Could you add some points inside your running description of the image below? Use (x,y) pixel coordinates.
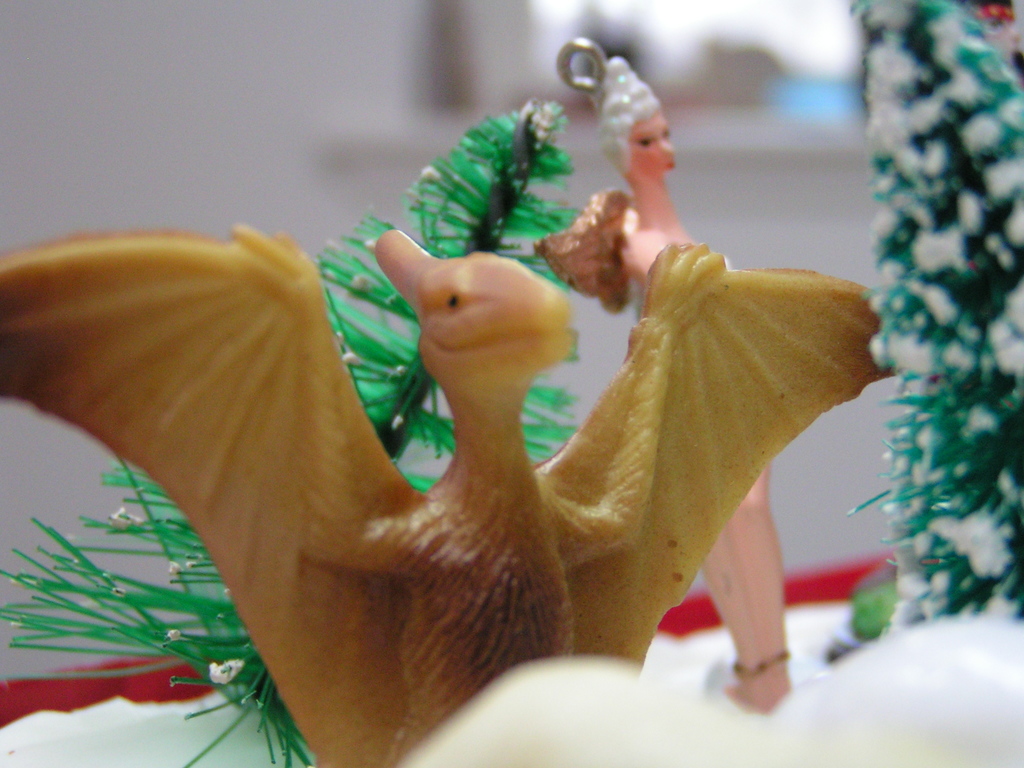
In this picture we can see few toys (295,403) and blurry background (804,91).
